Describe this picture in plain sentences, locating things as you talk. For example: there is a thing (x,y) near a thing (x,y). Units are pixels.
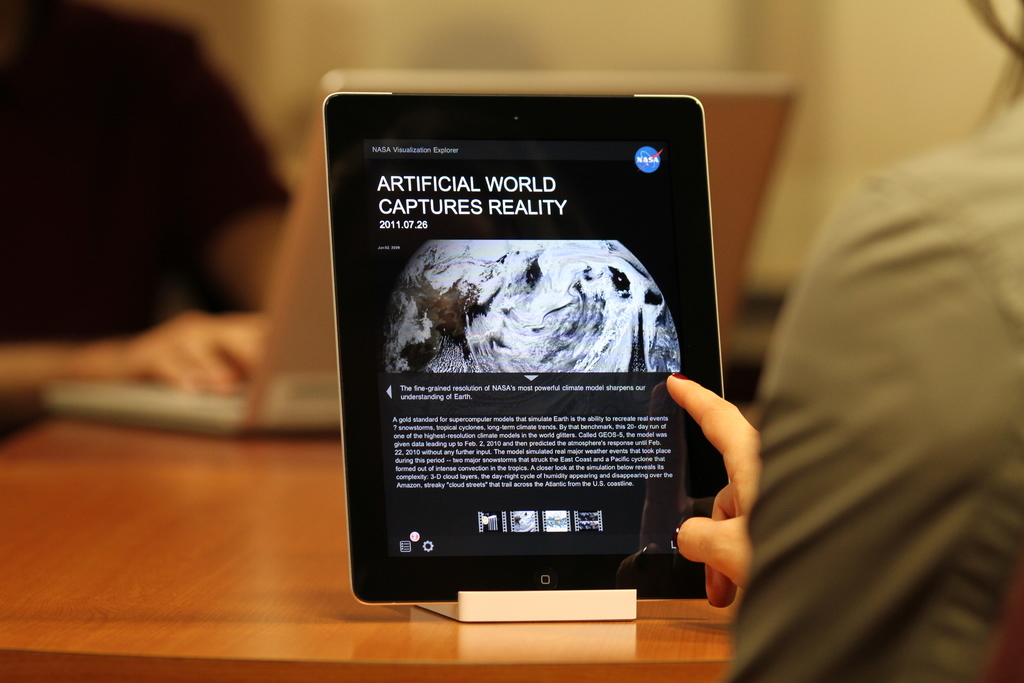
This image consists of a tab (564,522) in which we can see the text (534,434). On the right (878,534), there is a person (835,635). At the bottom (153,649), there is a table (93,637).
